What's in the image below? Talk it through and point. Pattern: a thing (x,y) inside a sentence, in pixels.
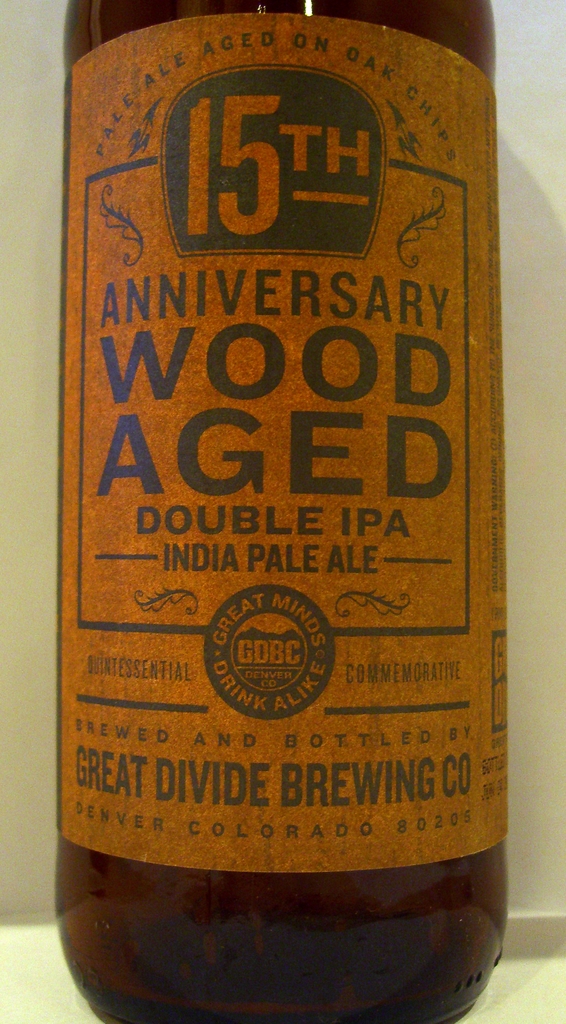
In this picture we can see one bottle (168,601) is placed on the surface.
